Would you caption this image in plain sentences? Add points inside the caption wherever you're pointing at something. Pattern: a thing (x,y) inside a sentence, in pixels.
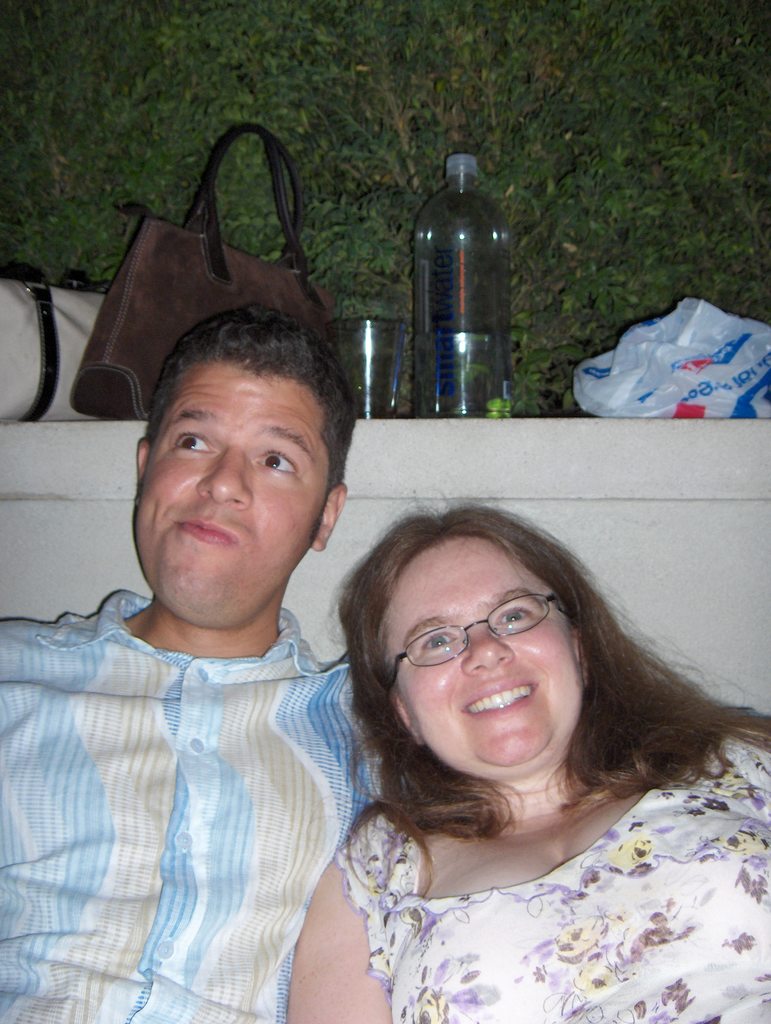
There is a man (178,846) to the left side (90,799). He is wearing a blue shirt (106,751). And beside him there is a lady (685,950) with floral top (606,950). She is wearing spectacles (535,618). And she is smiling. At the top of them there is a white color plastic bag (674,359), water bottle (444,356), a glass (368,364) and a hand bag (134,288). And in the background (447,119) there is a tree (355,78).
